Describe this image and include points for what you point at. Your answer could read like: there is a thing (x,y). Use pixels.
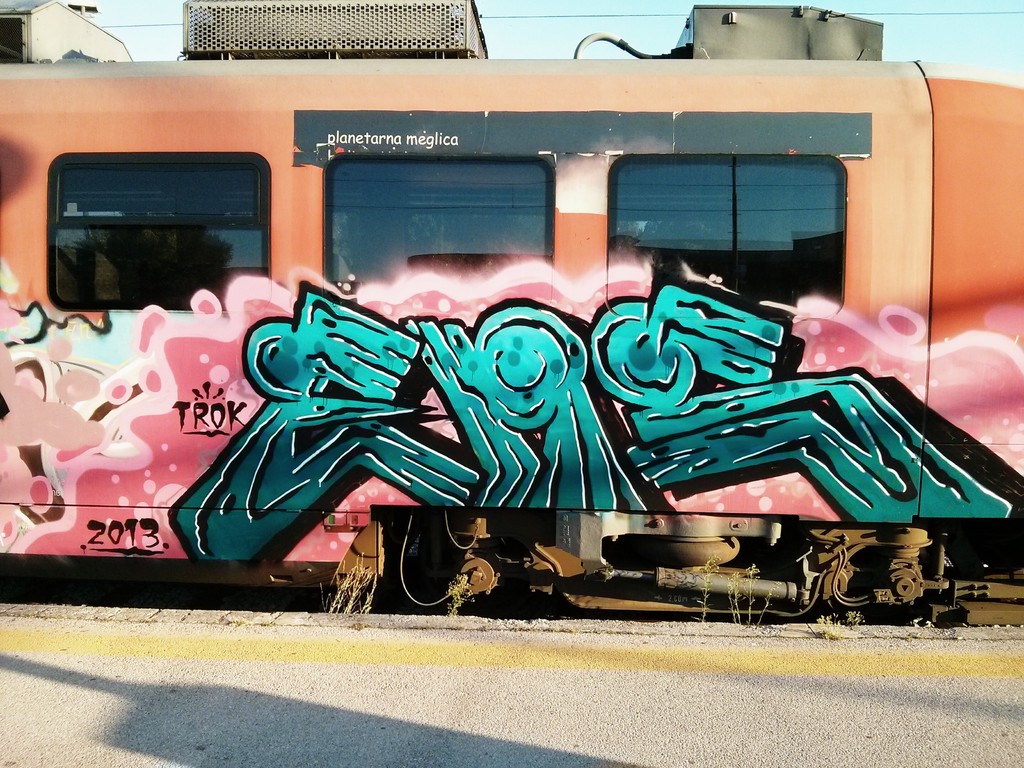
Graffiti (564,477) is on the train (604,462). These are glass windows (537,222).
